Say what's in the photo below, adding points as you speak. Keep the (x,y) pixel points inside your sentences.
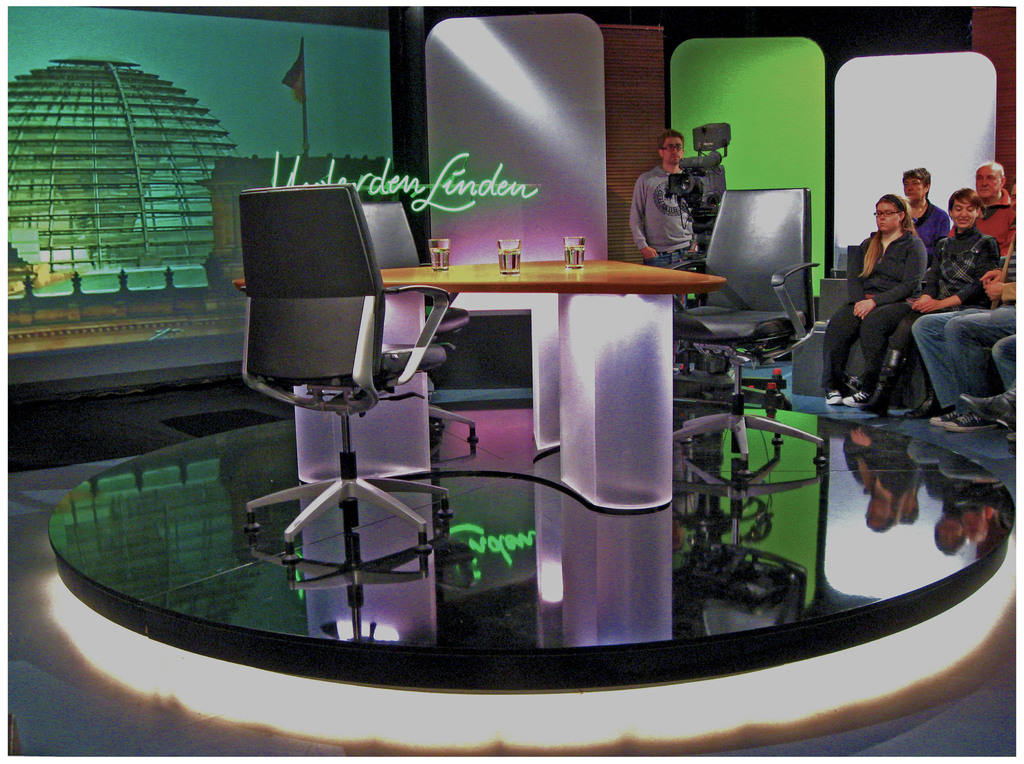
This image consist of a table (567,326) and chairs (372,385). In the background (144,188), there are screens (558,107). To the right (699,185), there is a camera (690,188) behind which a man (661,209) is standing. To the right (923,315), there are many people (930,343) sitting.
